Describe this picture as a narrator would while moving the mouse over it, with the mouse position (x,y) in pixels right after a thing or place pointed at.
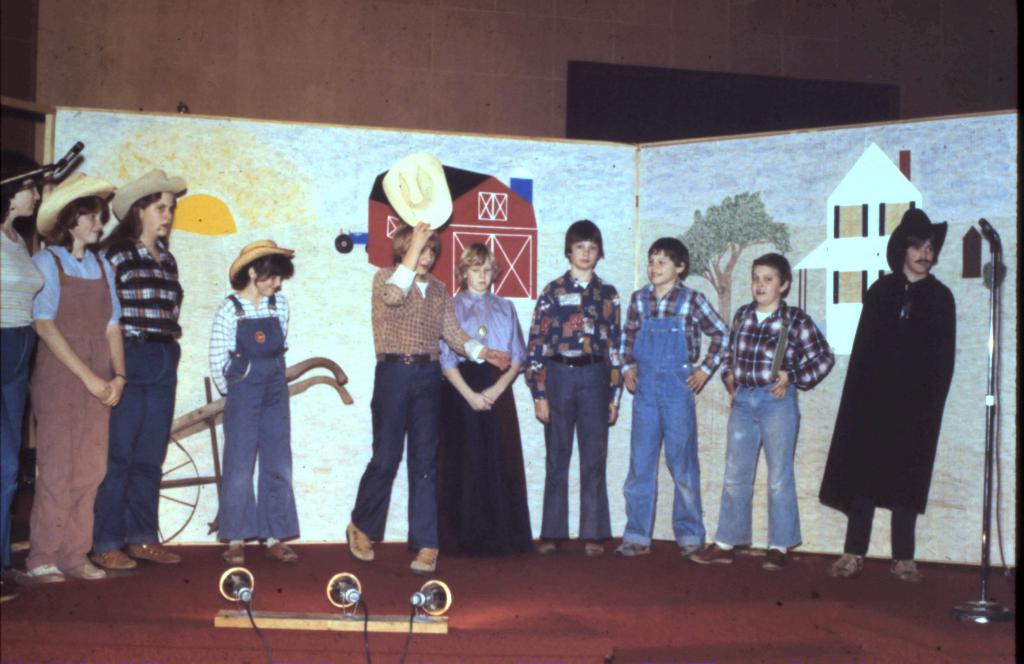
In this image we can see people (477,404) standing and some of them are wearing hats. The person (425,241) standing in the center (414,304) is holding a hat (412,171). In the background (279,171) there are boards (681,198) and a wall (408,98). At the bottom (237,583) there are lights (244,594). On the right (997,318) there is a stand (997,304).
